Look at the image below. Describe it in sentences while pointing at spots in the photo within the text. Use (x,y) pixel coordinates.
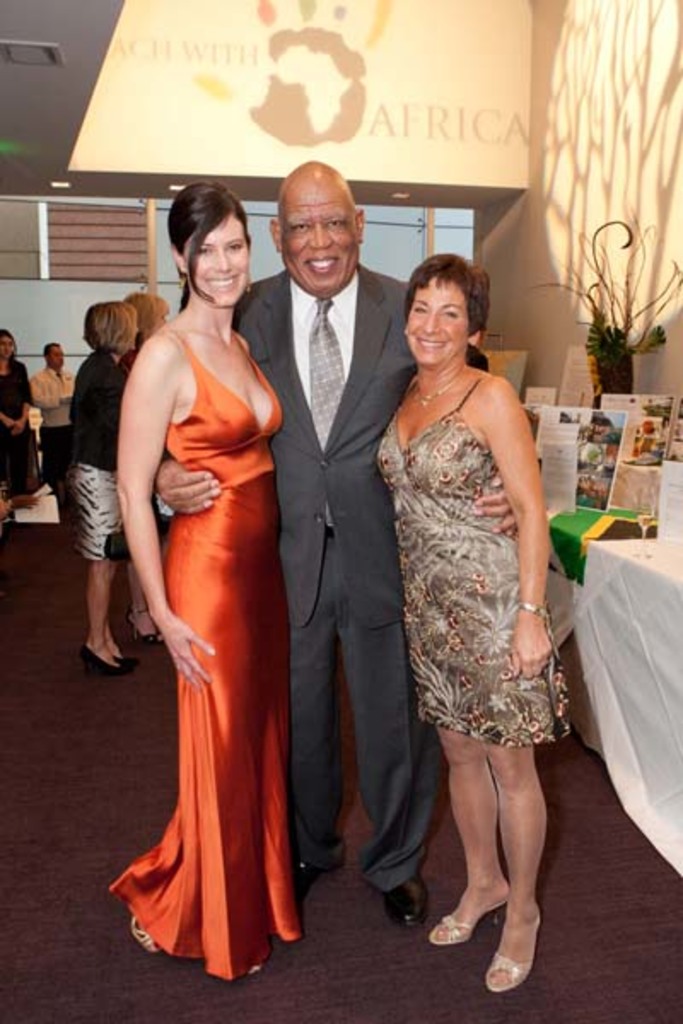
A man (306,214) is standing by keeping the hands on these two girls (246,436). Here a beautiful girl (211,432) is smiling, she wore an orange color dress (242,574).
